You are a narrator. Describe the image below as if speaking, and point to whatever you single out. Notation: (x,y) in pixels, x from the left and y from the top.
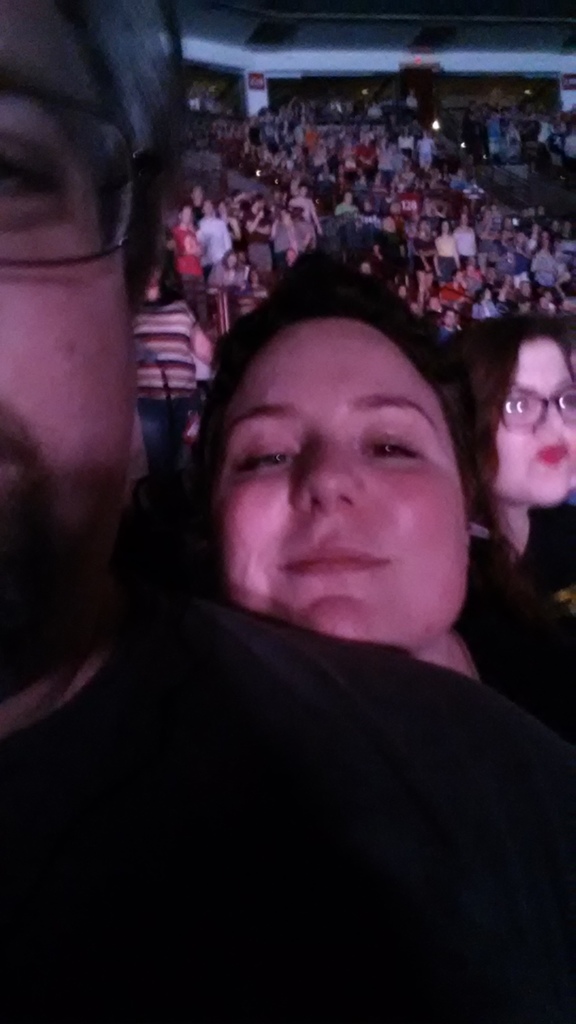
In this image I can see a crowd (425,214), pillar (262,73) and board (258,80). In the front of the image (124,496) two people (493,384) wore spectacles (563,400).
